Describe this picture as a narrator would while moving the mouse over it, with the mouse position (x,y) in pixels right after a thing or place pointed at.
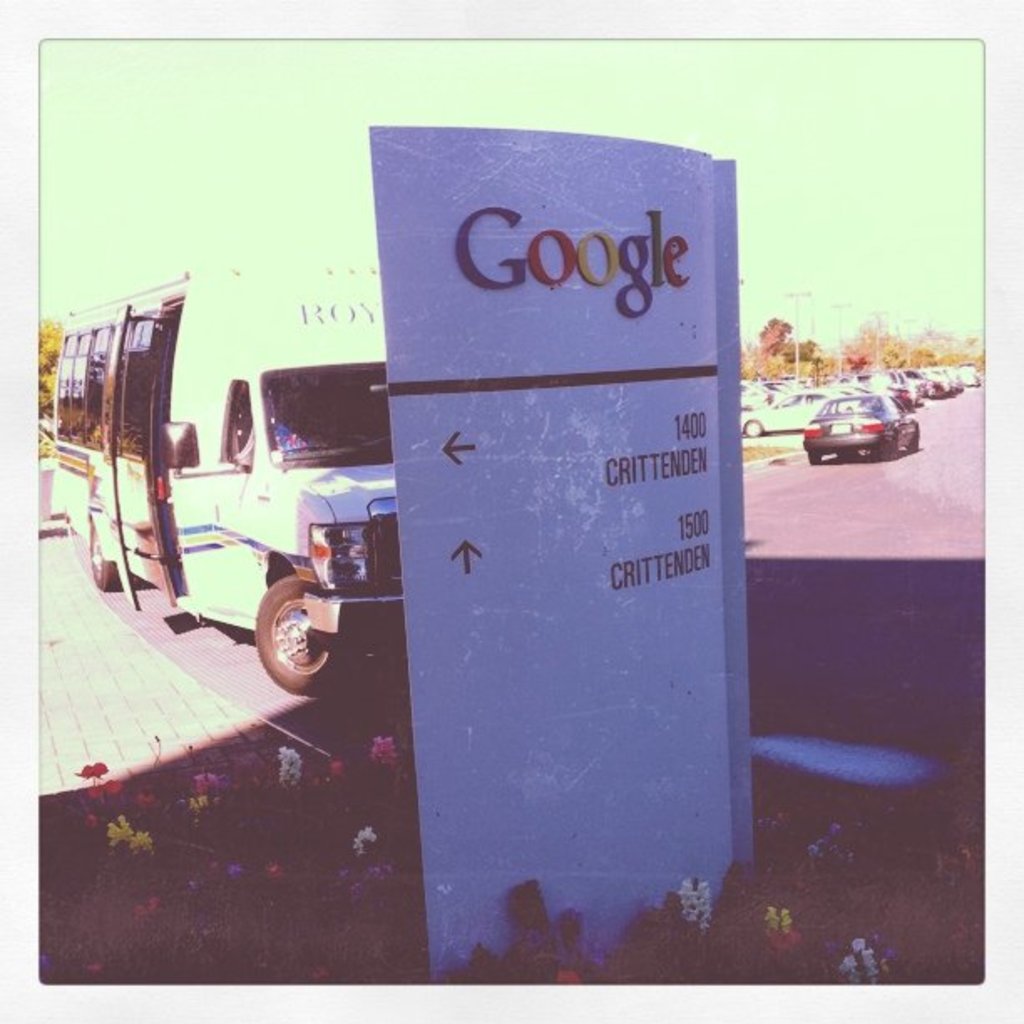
In the foreground of the picture (722,729) I can see the place name and direction indicator board (408,652). I can see the flowering plants (815,829) at the bottom of the picture (108,883). I can see a vehicle (215,608) on the left side (310,606). I can see the cars (899,382) parked in a parking space (965,393) on the right side (929,396). There are trees (903,362) on the right side (782,346).
